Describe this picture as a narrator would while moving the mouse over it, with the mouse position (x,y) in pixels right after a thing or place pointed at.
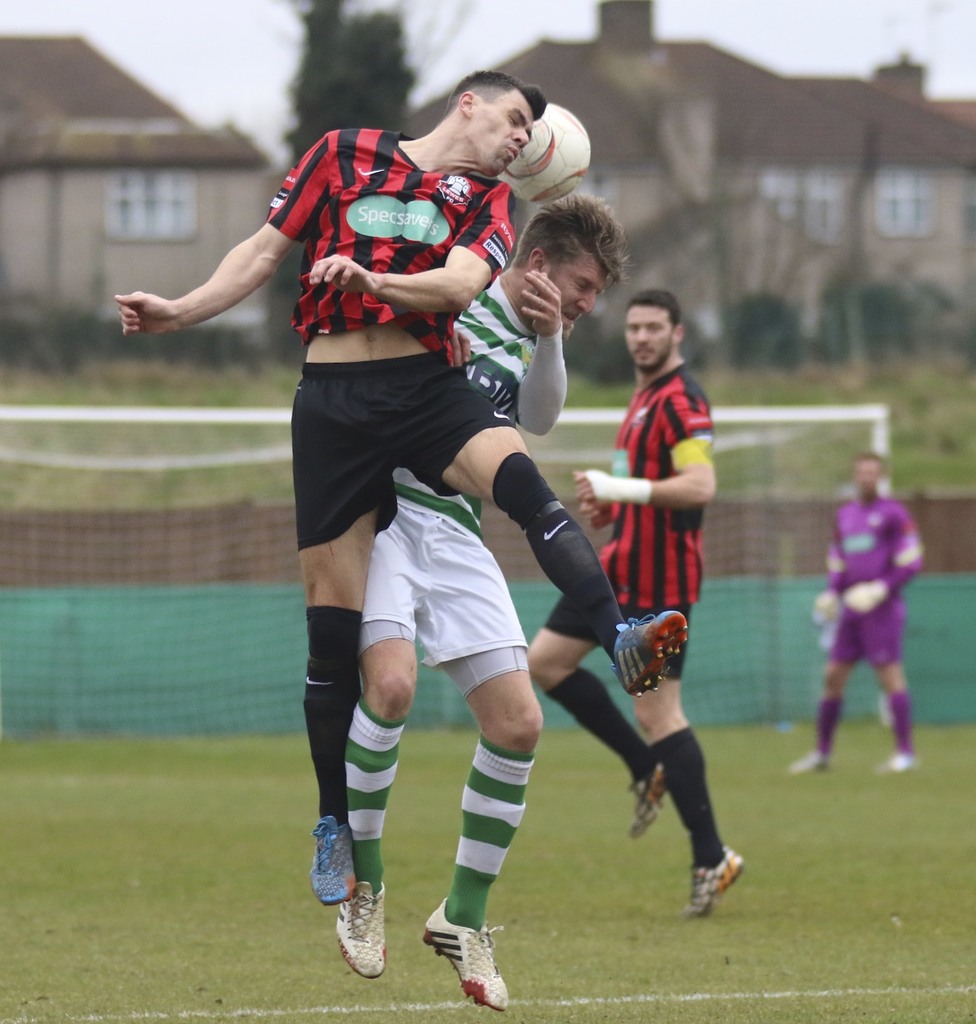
In this picture we can see four persons (642,593) in the ground (793,919). They are playing with the ball (540,160). This is mesh (131,551). On the background (223,219) there are houses (813,237) and this is tree (352,125). And there is a sky (252,39).
